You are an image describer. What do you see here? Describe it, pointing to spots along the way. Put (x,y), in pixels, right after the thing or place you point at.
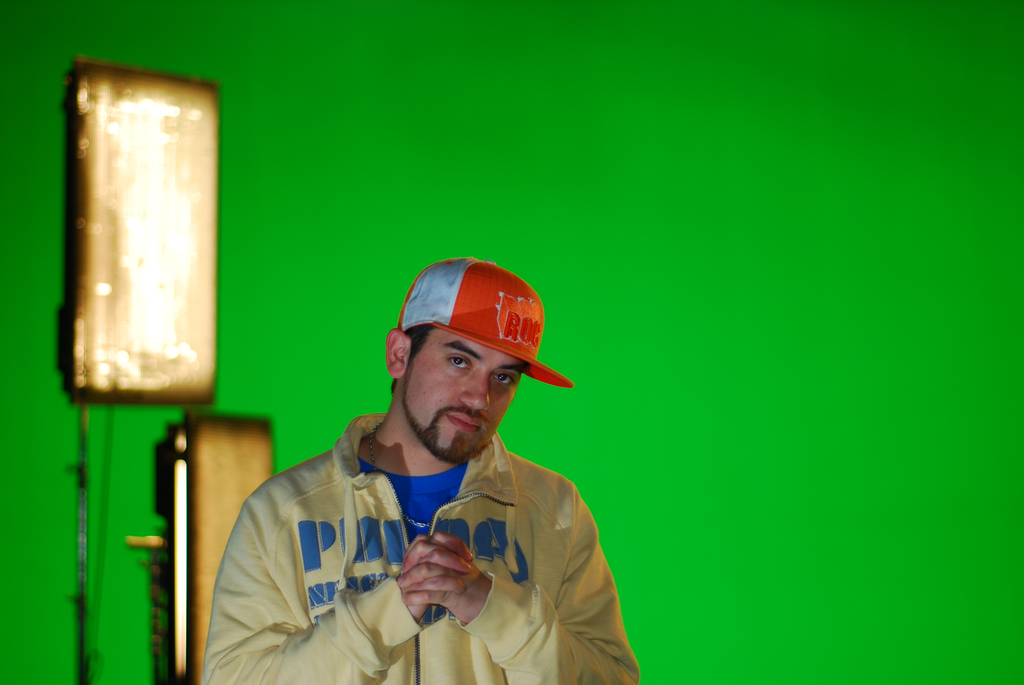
In the image there is a man (486,461) standing and posing for the photo and behind him there is a green background (859,446).
